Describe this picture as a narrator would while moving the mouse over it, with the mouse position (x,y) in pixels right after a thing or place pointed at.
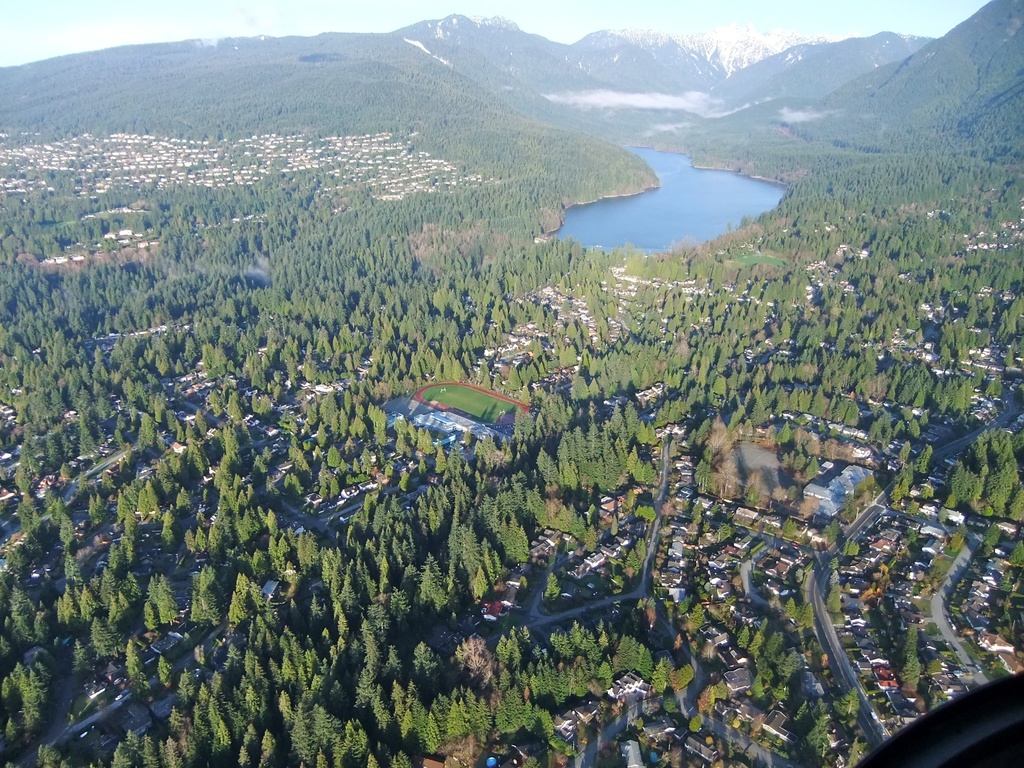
This is an aerial view. In the aerial view we can see buildings (645,397), trees (633,443), roads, water (662,234), hills (307,77), mountains (553,59) and sky (335,9).
